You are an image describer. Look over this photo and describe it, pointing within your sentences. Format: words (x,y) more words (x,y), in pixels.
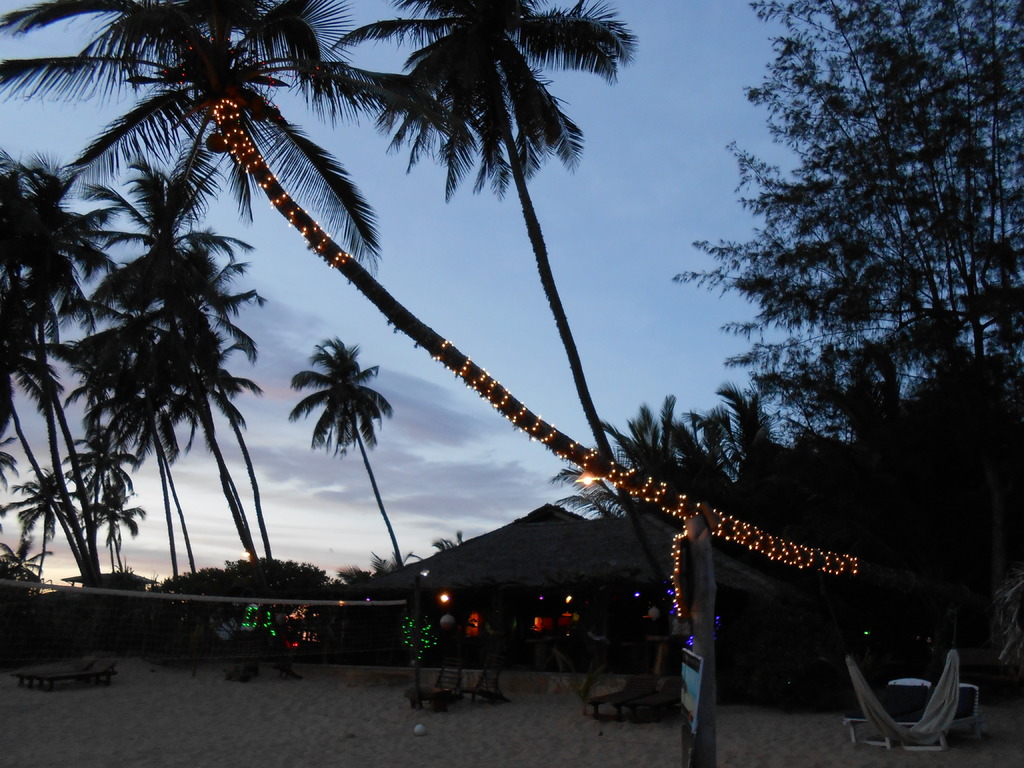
As we can see in the image there are trees (972,437), house (655,582), plants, sky (309,450) and clouds (319,470). The image is little dark.
